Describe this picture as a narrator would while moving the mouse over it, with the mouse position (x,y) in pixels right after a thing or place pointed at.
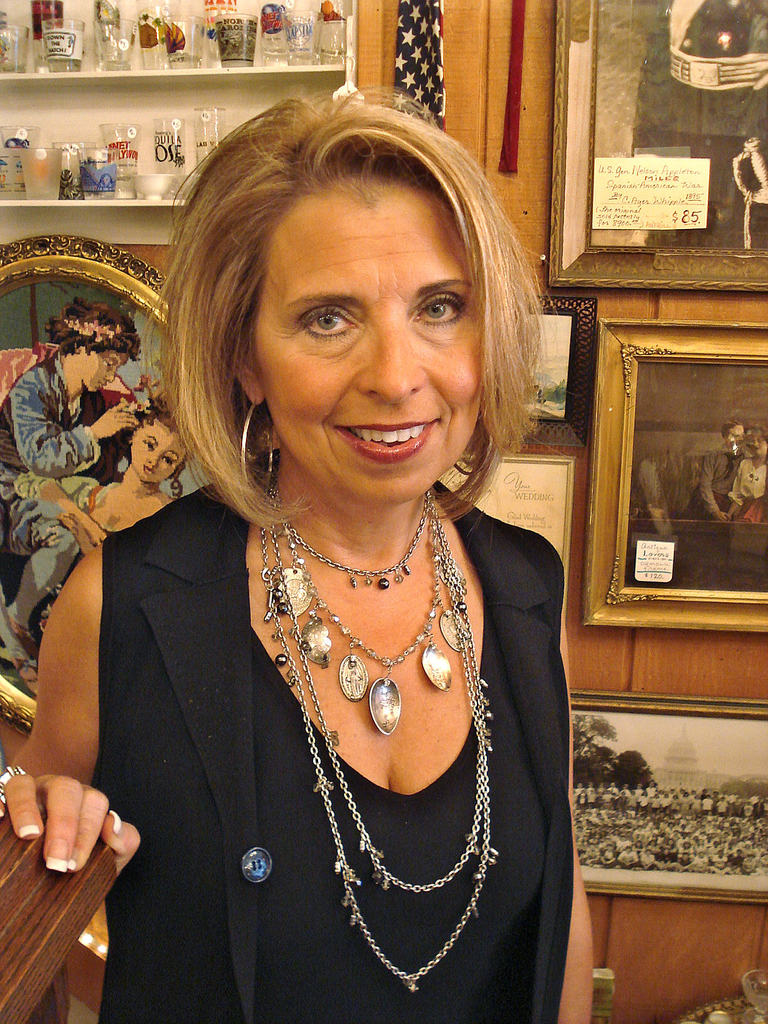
In this image we can see a person (359,725) standing and holding a wooden object (92,886). And at the back (640,14) we can see the photo frames (640,530) and cloth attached to the wall (477,97) and there are racks (162,88), in that there are glasses (267,58), bottles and a few objects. We can see the photo frame (83,396) with painting (78,414).
